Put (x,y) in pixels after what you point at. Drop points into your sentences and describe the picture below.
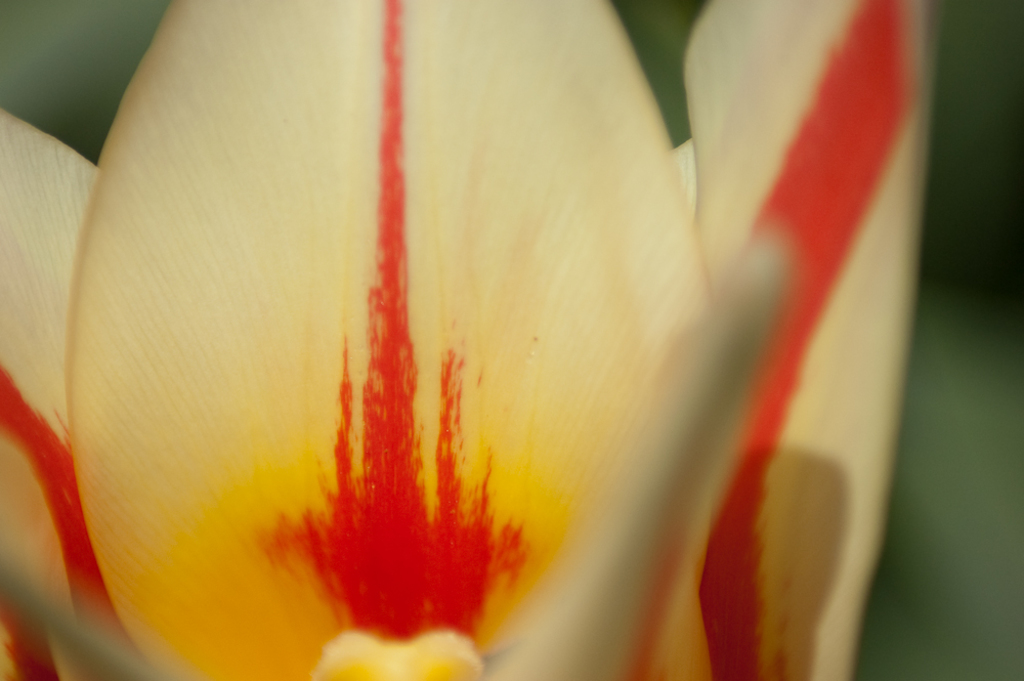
In this image we can see there is a flower (720,54) in the foreground (609,641) and this flower (505,376) is of red and yellow color.
